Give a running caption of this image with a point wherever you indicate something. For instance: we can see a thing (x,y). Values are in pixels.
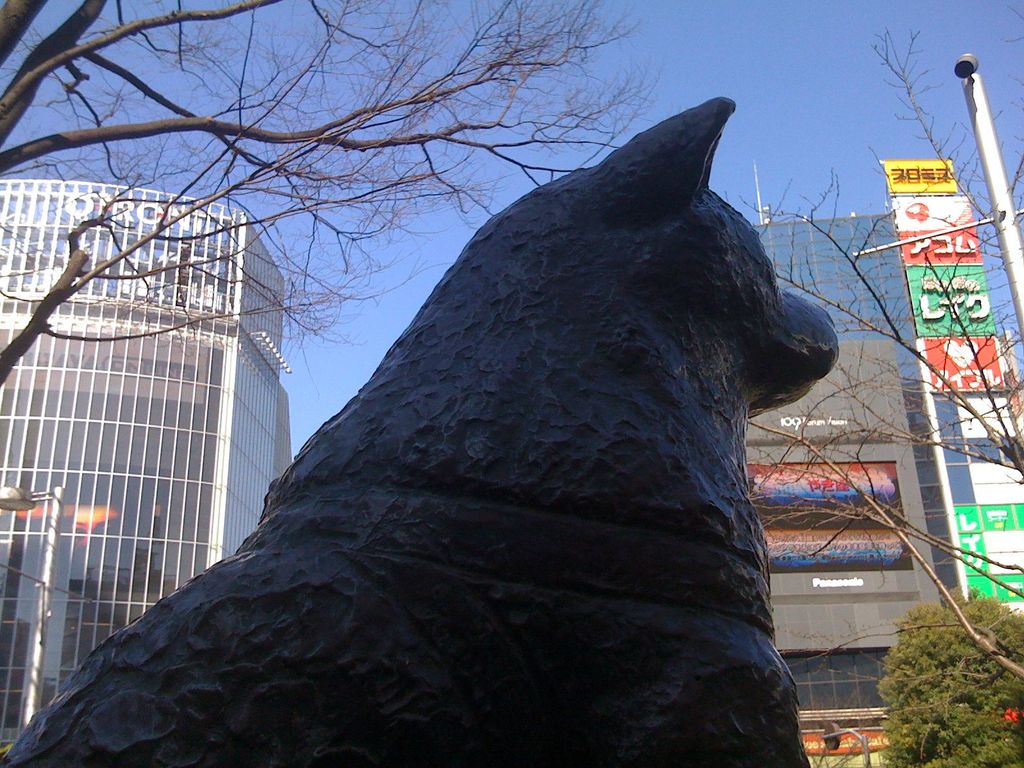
In the center of the image (550,297) there is a statue (311,629). In the background (115,419) there are buildings (946,456), trees (196,184), pole (998,175) and sky (669,77).
